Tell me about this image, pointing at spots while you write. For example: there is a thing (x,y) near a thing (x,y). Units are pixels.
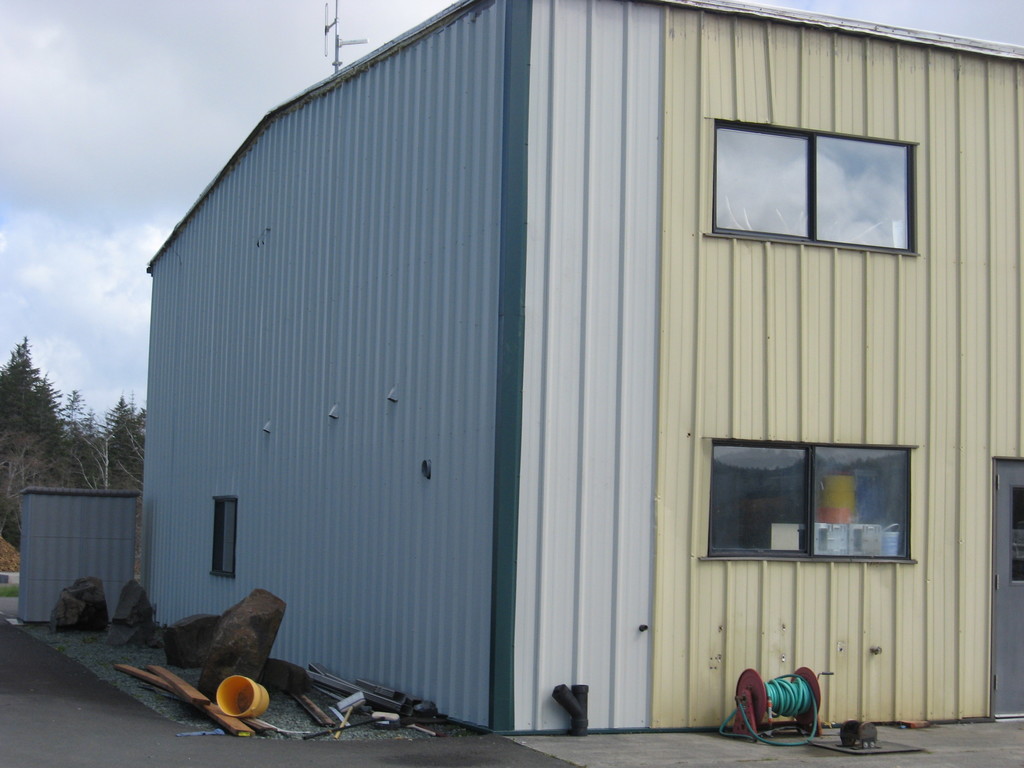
In this picture we can see metal building (809,663) with glass window (785,508). In the left lane (186,743) there are some rock (240,647), yellow bucket (255,709) and wooden rafters (164,680). In the background (79,480) we can see some trees (25,470).
